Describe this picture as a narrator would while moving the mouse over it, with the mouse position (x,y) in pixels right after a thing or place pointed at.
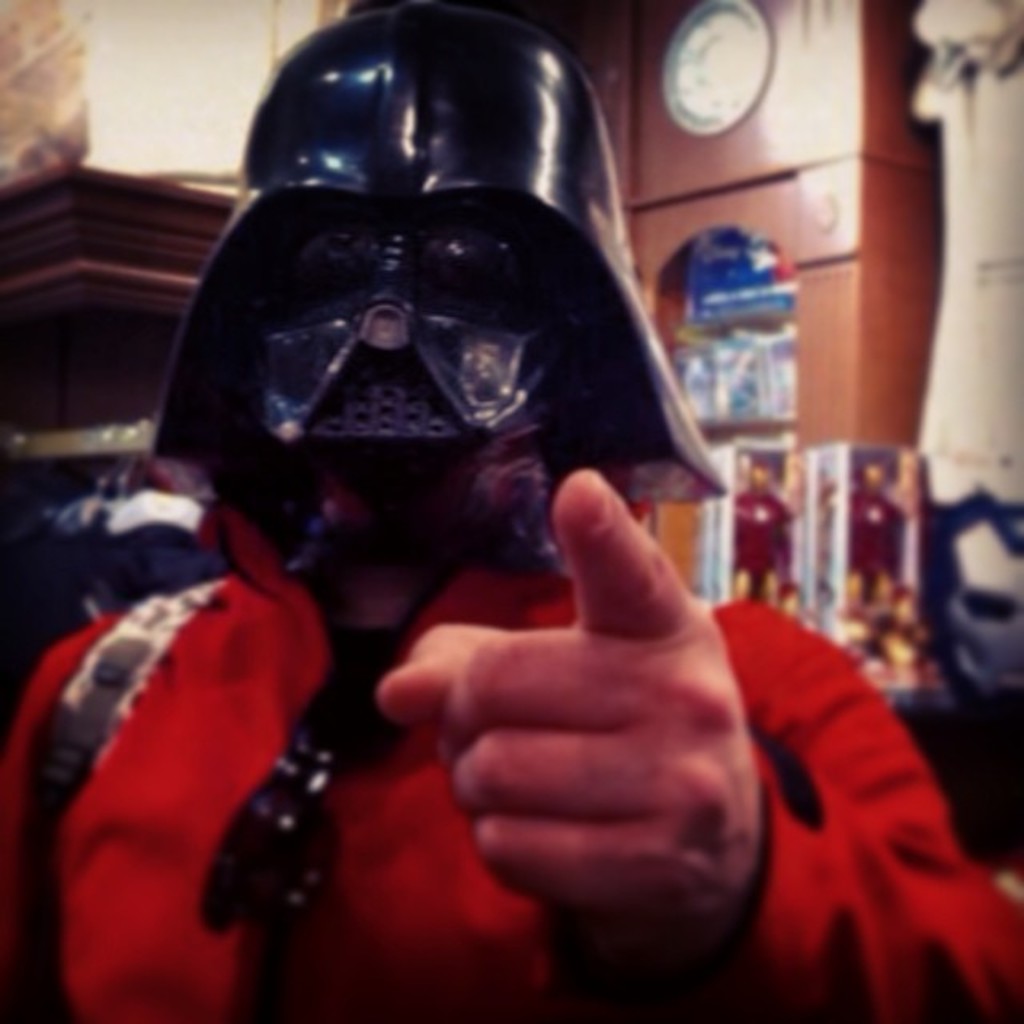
In this picture I can see a human (352,556) wearing a helmet (470,321) on his head (435,357) and a bag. I can see a clock (730,119) and few items (781,517) in the back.
